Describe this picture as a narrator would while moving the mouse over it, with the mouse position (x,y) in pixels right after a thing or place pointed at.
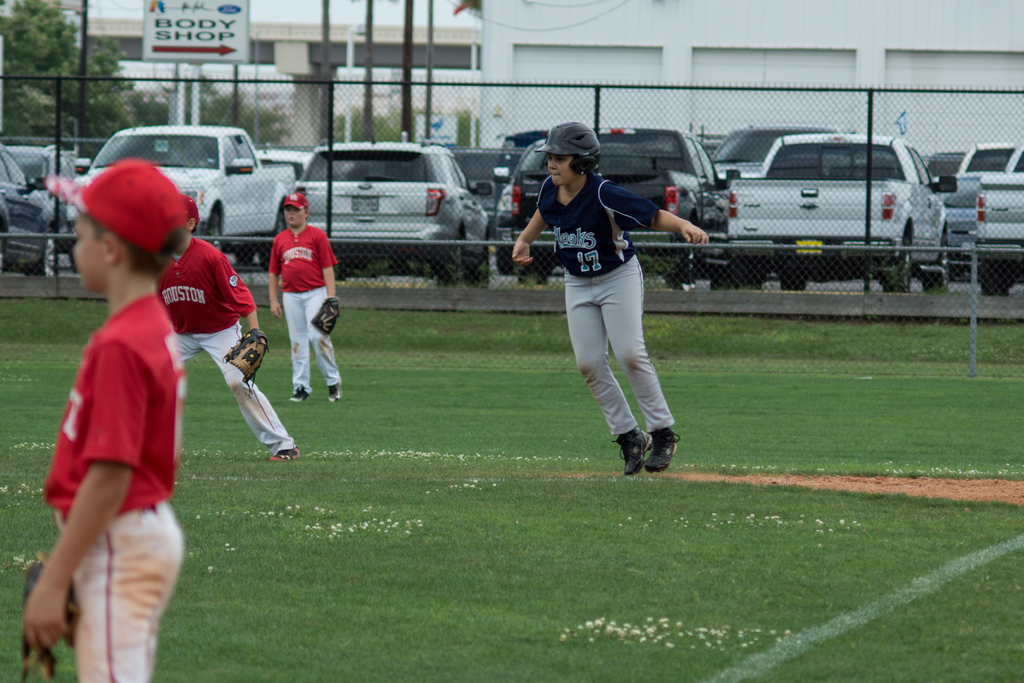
This is a playing ground (694,476). Here I can see four children (131,357) wearing t-shirts (563,220), caps (159,216) on their heads (157,203) and standing facing towards the left side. One child (568,301) is jumping. On the ground (462,618), I can see the grass (321,604). In the background (403,190) there is a net fencing (618,125). Behind there are many cars (839,171), a building (560,25) and trees (68,98).
